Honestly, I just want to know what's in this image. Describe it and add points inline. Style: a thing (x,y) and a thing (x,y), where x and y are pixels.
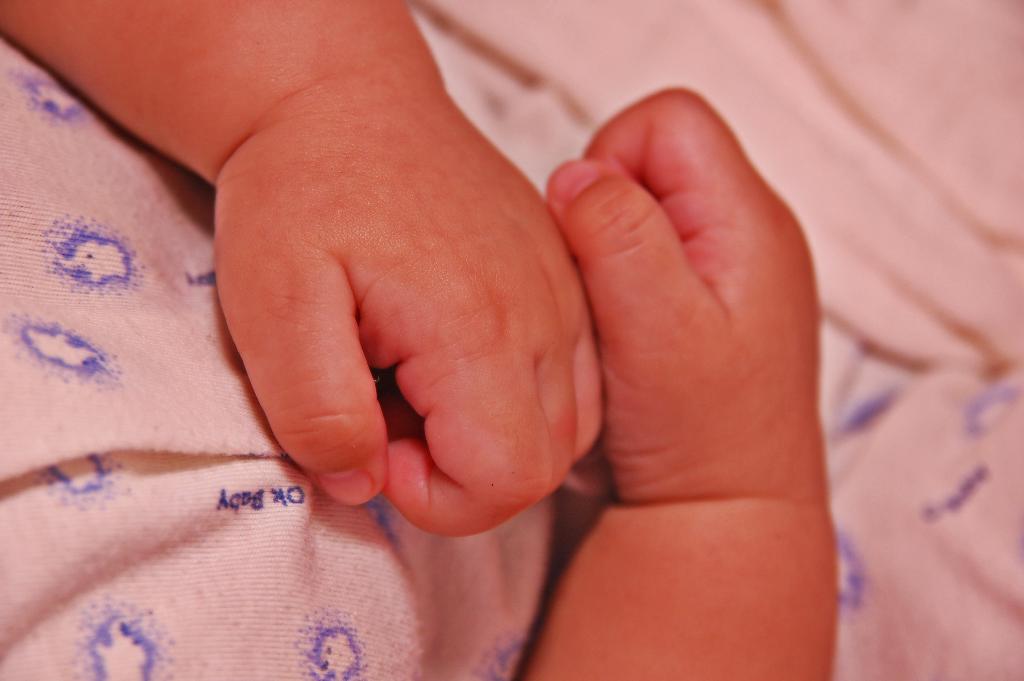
In this image I can see hands (514,321) of a baby (497,330). Here I can see a cloth (122,455) which has blue color design (91,222) and something written over here.
